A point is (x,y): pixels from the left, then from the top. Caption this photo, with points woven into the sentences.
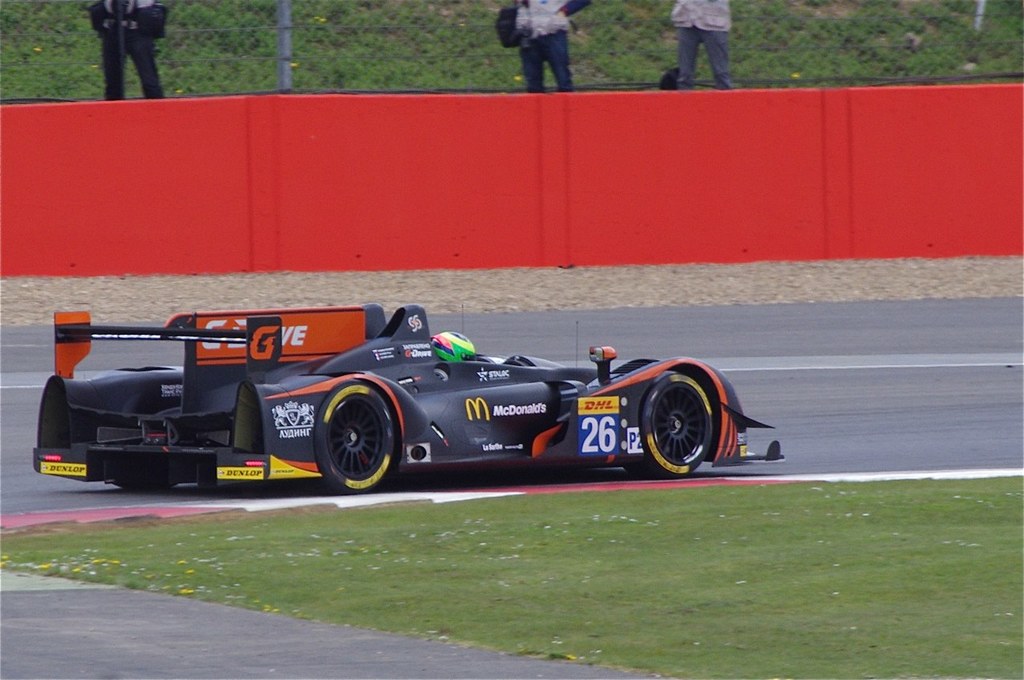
In the image we can see a racing car (394,408) on the road (624,356). There are few people (559,11) standing, wearing clothes (707,45). Here we can see a road (927,440), grass (945,577), red borders (627,190) and fence (836,78).
